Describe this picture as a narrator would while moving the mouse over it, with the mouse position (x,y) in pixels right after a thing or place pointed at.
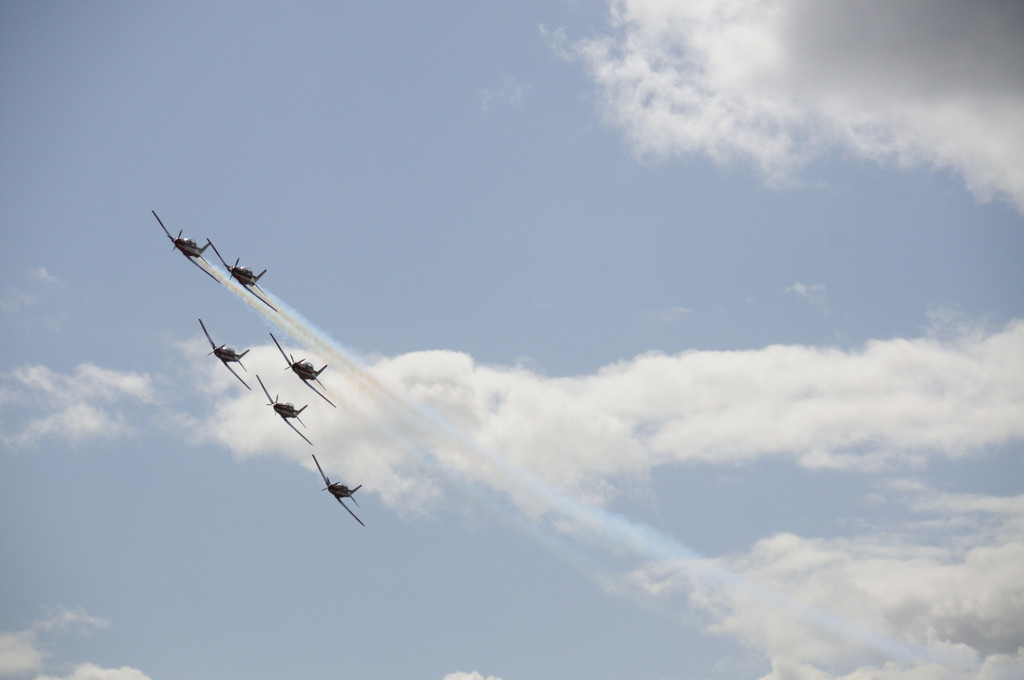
In this picture, there are planes (320,383) flying on the sky (148,320) towards the left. In the background (757,374), there is a sky (645,264) with clouds (551,381).
